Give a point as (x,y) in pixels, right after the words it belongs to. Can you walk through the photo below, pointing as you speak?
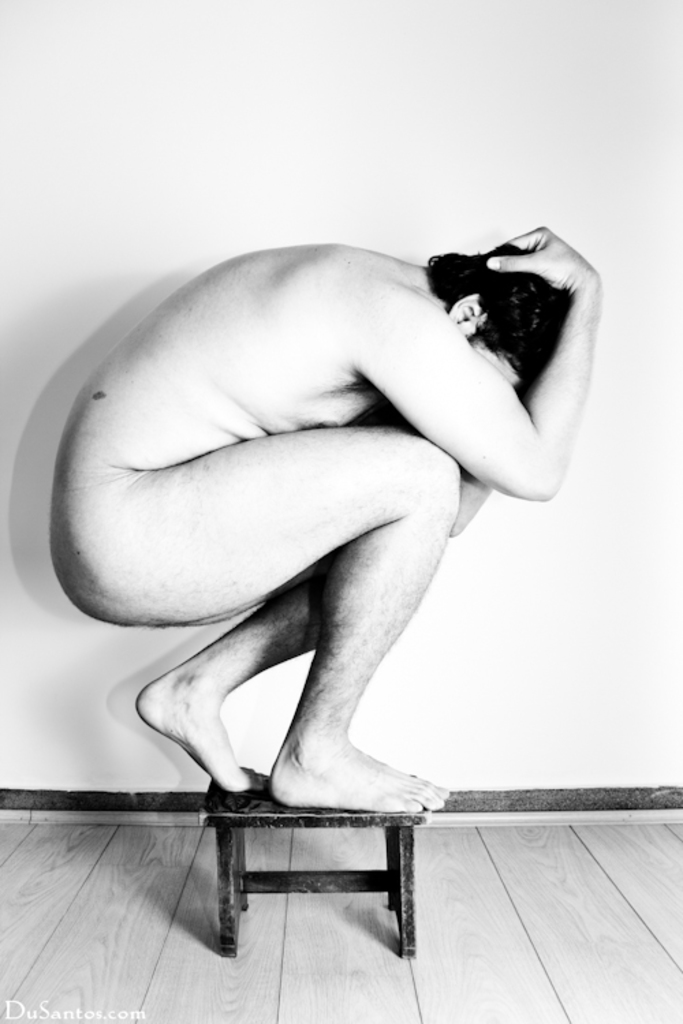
In this picture there is a naked man (293,472) sitting on the small table (222,854) in the squat position. Behind there is a white background (663,420).
